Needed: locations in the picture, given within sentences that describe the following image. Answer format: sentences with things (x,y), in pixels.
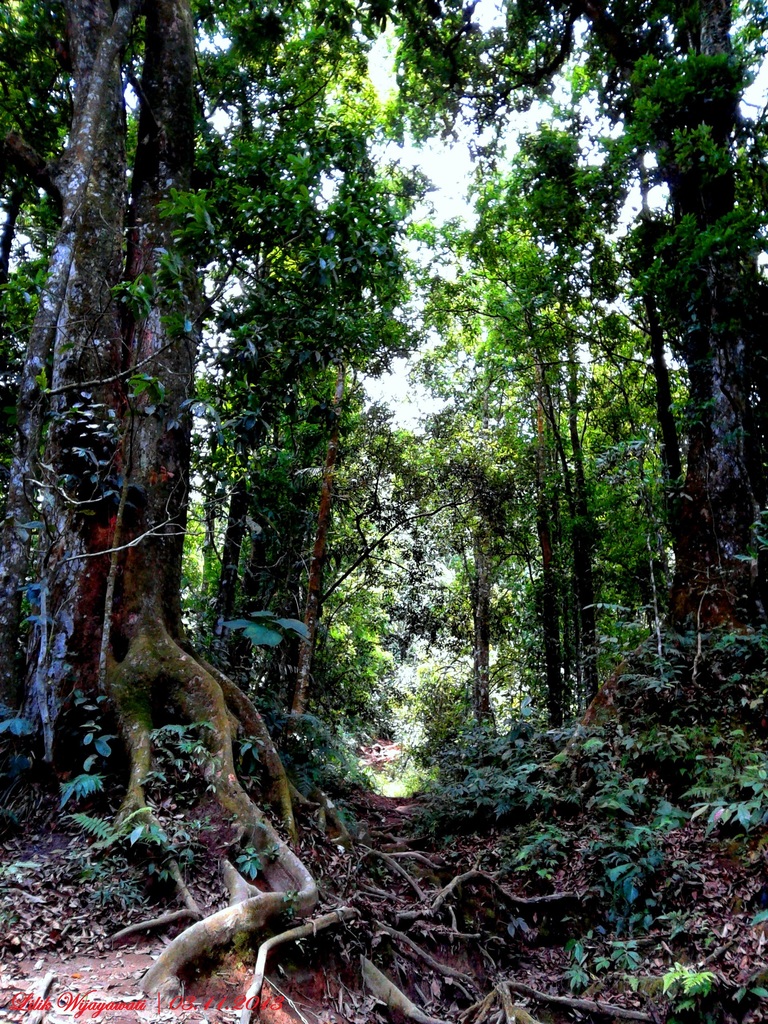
In this picture we can see some trees (90,581) and some dry leaves (39,842) are on the surface (79,943).
